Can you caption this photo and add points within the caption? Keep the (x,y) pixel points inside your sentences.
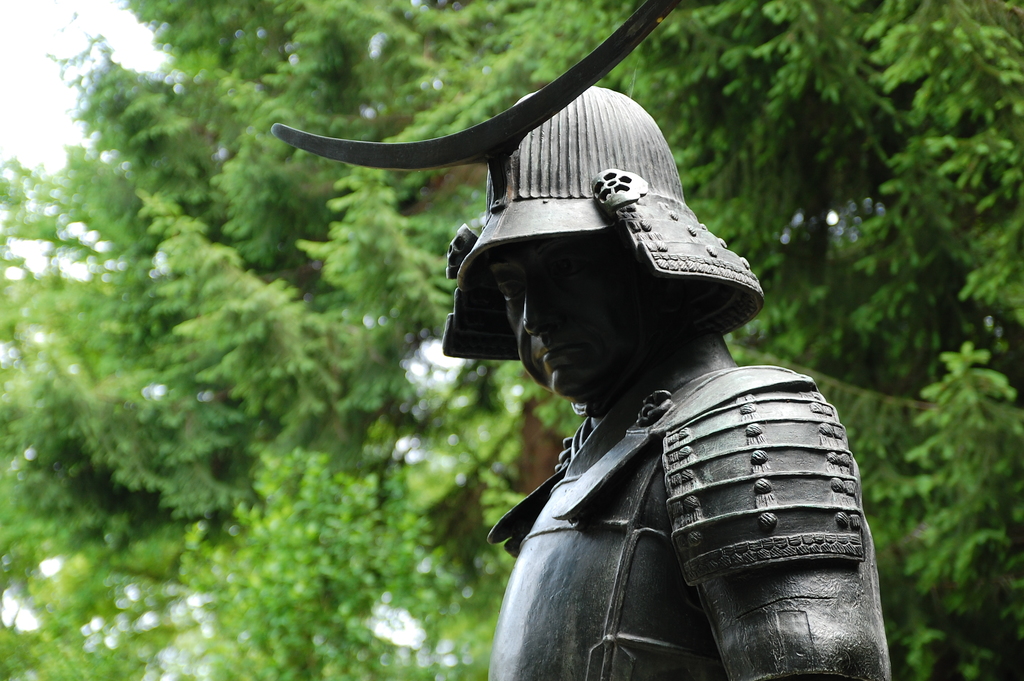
This picture is clicked outside. In the foreground (657,474) we can see the sculpture (514,215) of a person (618,575). In the background (114,100) we can see the trees (695,97).
